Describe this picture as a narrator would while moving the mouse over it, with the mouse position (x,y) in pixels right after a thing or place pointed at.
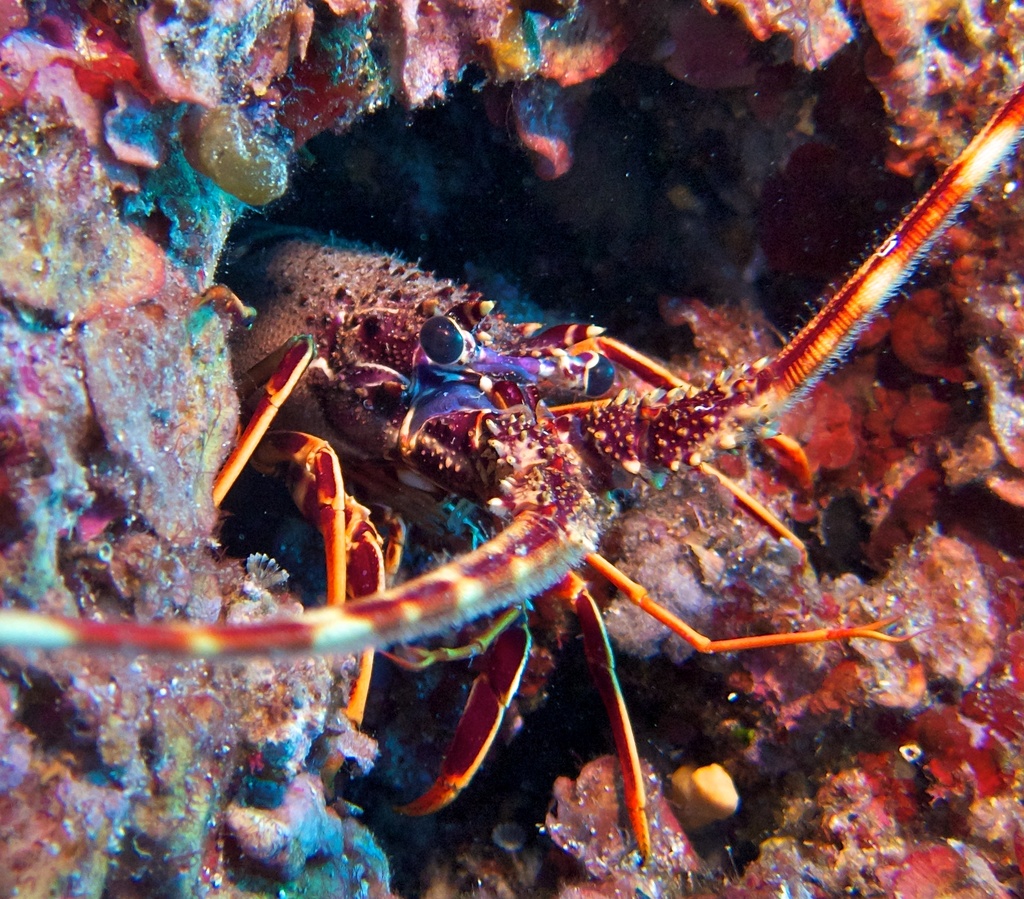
In the center of the image (490,572) we can see an animal (495,573). Around the animal (463,453), we can see the layer (595,821) with different colors.
